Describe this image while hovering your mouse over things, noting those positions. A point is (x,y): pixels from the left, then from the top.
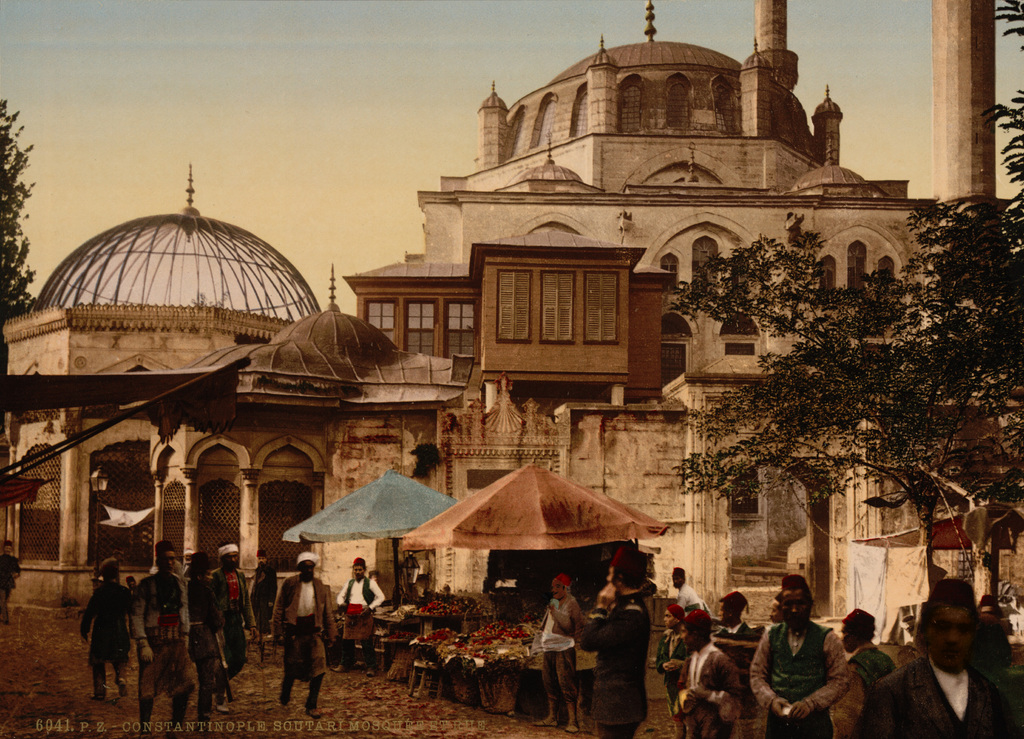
In this picture we can see group of people (626,657), in the background (467,539) we can find tents (509,501), trees (818,298) and buildings (345,359), in the bottom left hand corner (301,726) we can see some text (285,732).
